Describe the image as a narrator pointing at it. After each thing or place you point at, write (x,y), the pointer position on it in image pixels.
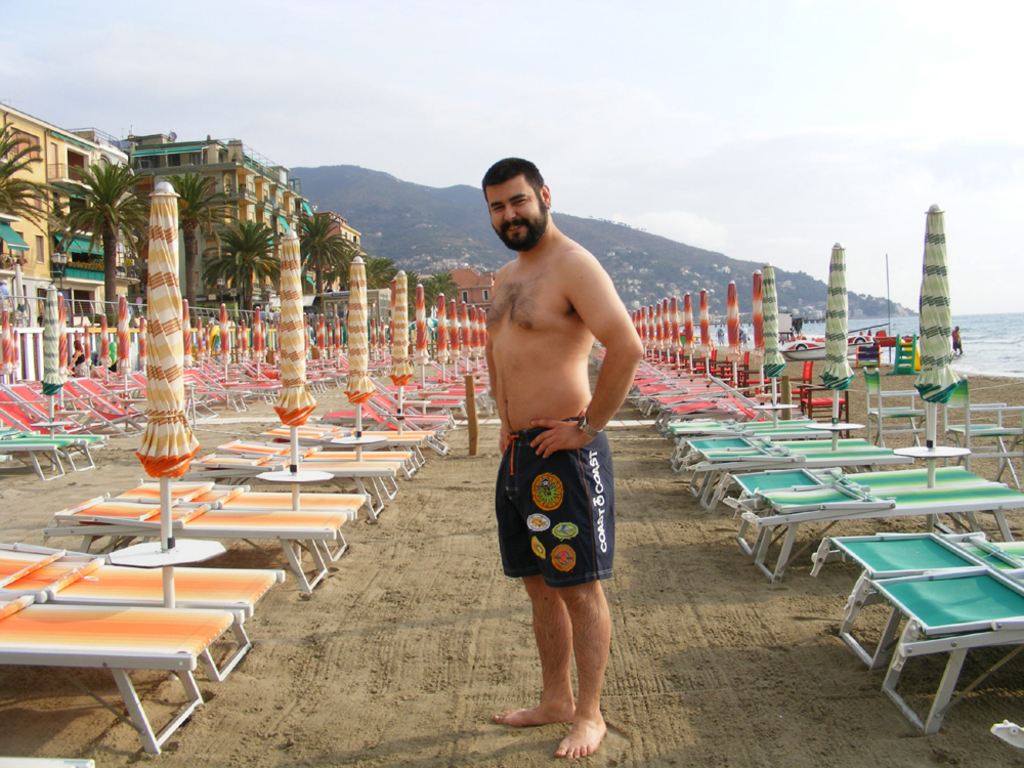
In this picture, there is a man (591,592) in the center (614,484). He is wearing a black short (567,498). In both the sides of the image, there are sleeping chairs (935,540) with umbrellas (930,432) which are in different colors. In the background (399,190) there are buildings (110,162), trees (345,253), hills (592,251) and a sky (715,192).
